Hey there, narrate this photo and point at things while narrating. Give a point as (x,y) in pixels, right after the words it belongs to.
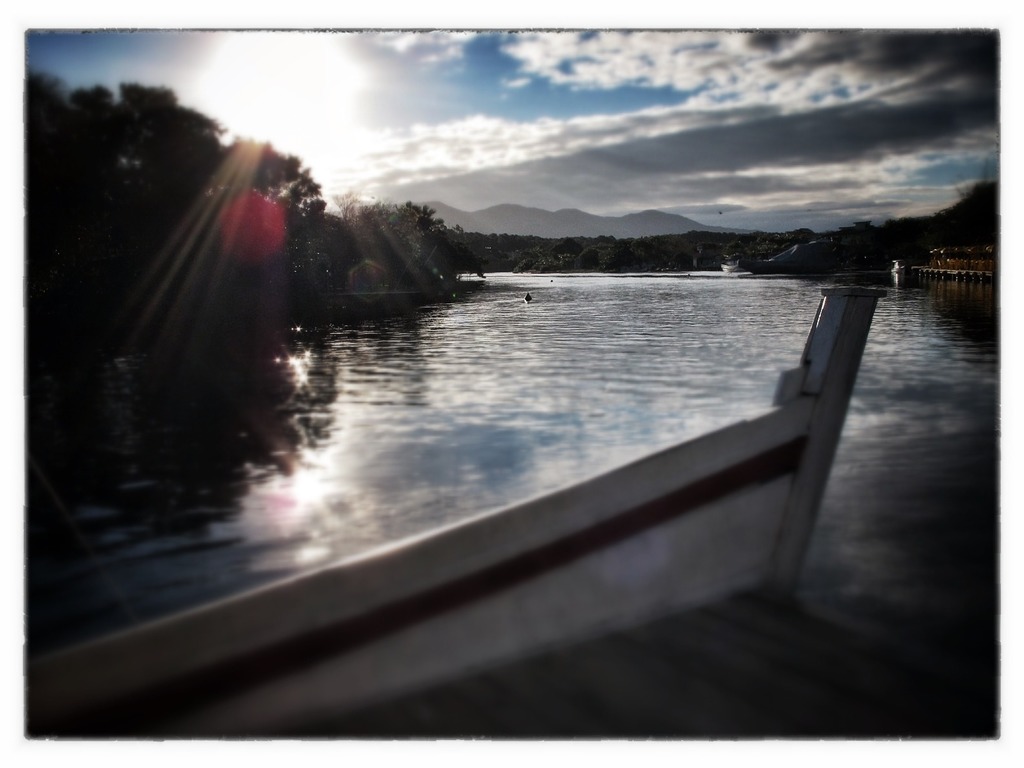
We can see a boat (573,608) at the bottom of the image (601,528). We can see trees (533,244), mountains (656,229) and lake (547,350) in the middle of the image (560,389). The sky (472,101) is in blue color with clouds (675,104).
